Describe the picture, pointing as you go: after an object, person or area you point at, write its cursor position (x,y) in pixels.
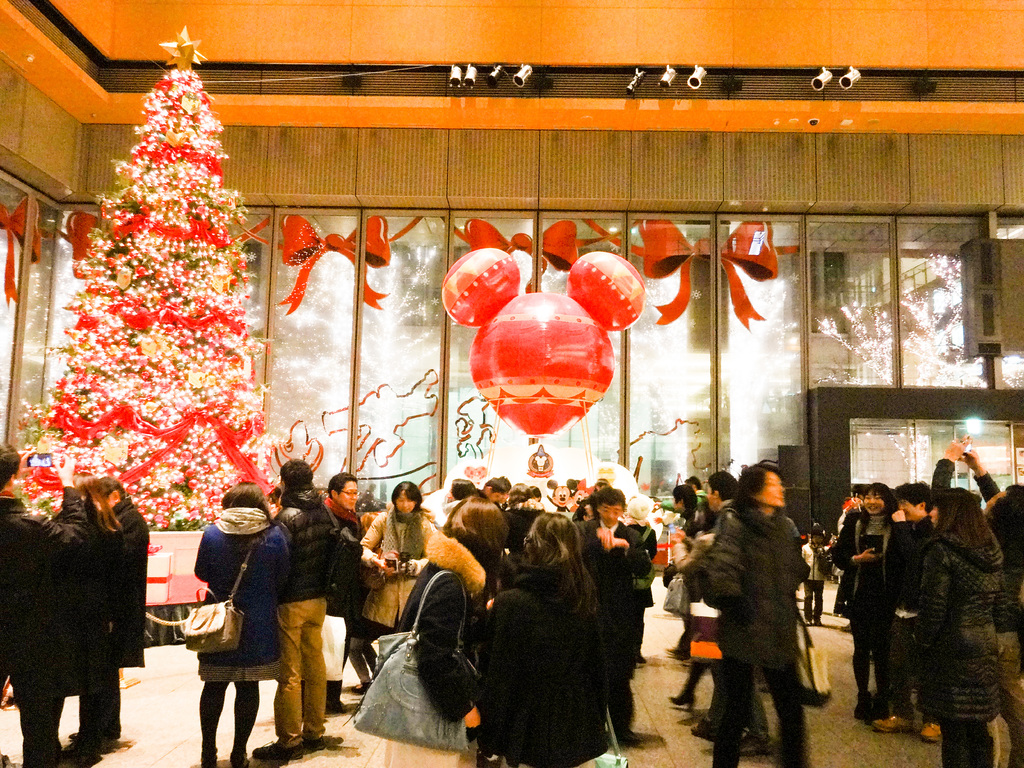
On the bottom (555,725) we can see two women (534,732) standing on the floor (656,724). Here we can see group of persons (80,600) standing near to the christmas tree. Here we can see balloons (526,353). On the top (844,70) we can see many spotlights (843,83). Through the window (460,385) we can see trees (860,330). On the right (954,455) there is a person (1016,638) who is holding mobile phone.
